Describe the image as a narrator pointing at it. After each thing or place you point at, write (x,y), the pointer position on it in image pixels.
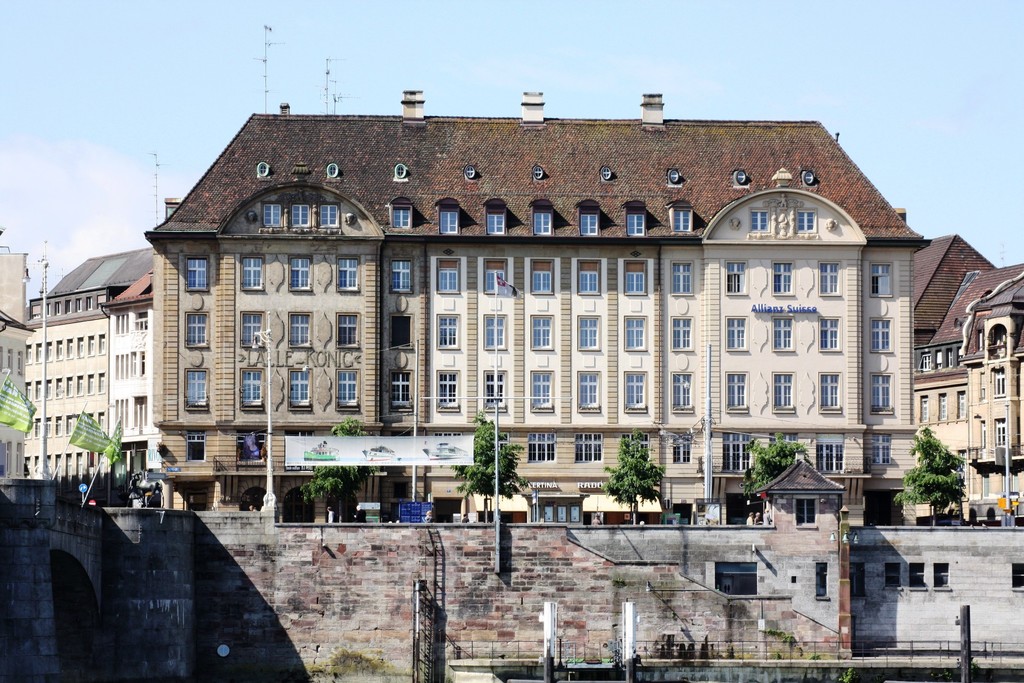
In this image there is a building (423,340) in the middle (423,340). At the bottom (577,627) there is a wall (556,568). On the left side (67,555) it seems like a bridge (48,603). In front of the building (365,484) there is a road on which there are few poles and few people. There are trees (644,470) on the footpath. At the top (938,63) there is the sky (950,60). There are few other buildings (90,294) beside the building (553,272). On the left side (85,426) there are flags (84,431).
